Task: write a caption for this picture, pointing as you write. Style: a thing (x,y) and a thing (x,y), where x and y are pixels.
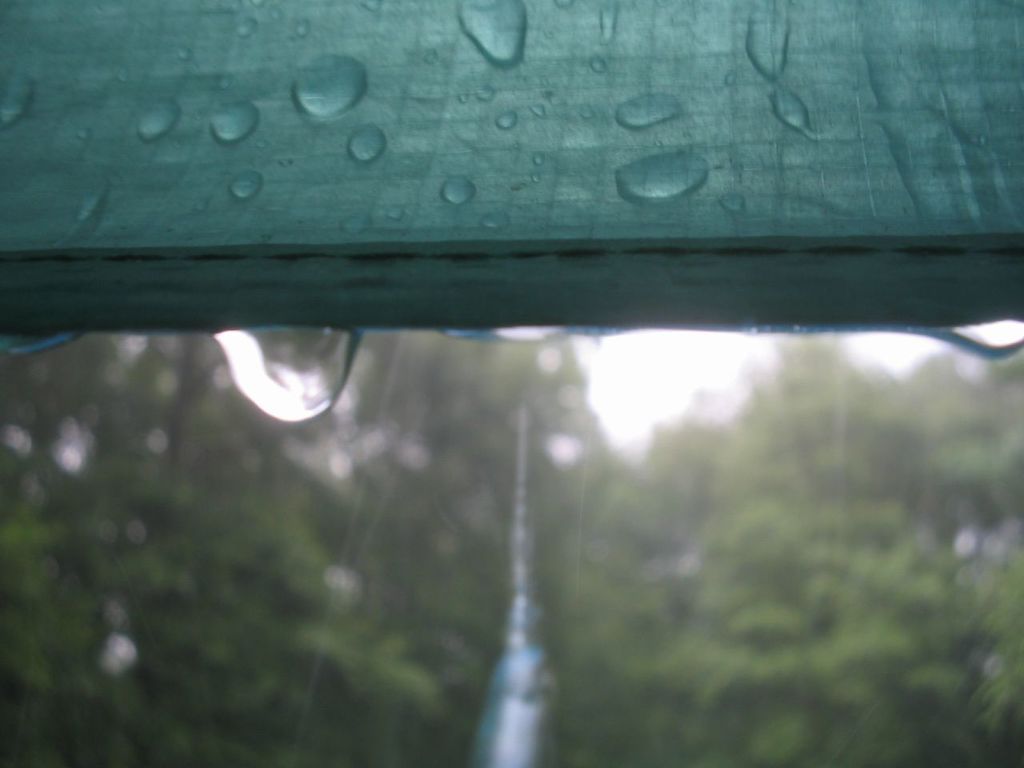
In this image I can see a green colored cloth (721,252) or a cover (939,256) at the top of the image (437,136) with some droplets of water (342,353). I can see it's raining outside. The background (784,547) is blurred.
